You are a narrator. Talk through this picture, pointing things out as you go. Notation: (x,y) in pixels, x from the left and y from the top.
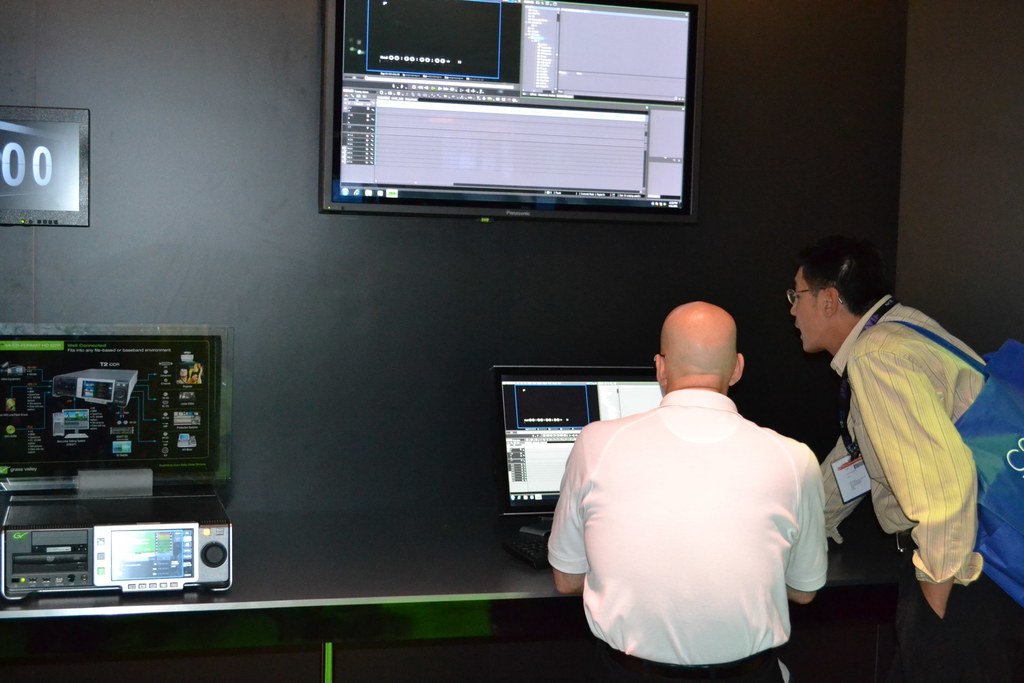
In this picture we can see a person (671,540) is sitting and another person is standing. In front of the people (632,517), it looks like a table (318,555) and on the table (317,546) there are some electronics (197,525). Behind the electronics (513,456) there is a television (411,126) on the wall (278,169).
